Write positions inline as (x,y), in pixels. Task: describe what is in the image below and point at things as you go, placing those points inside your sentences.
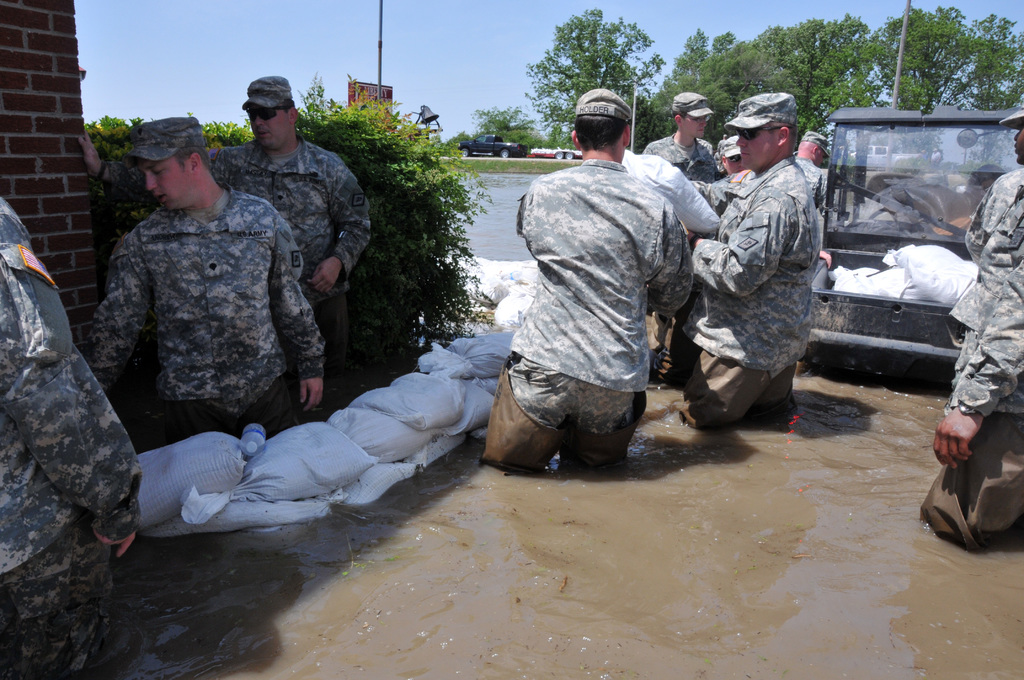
Here we can see water (623,539), bags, bottle (258,426), people (312,281), brick wall (6,42), plants (394,171) and vehicle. Far there are trees (564,137) and vehicles (484,148).
